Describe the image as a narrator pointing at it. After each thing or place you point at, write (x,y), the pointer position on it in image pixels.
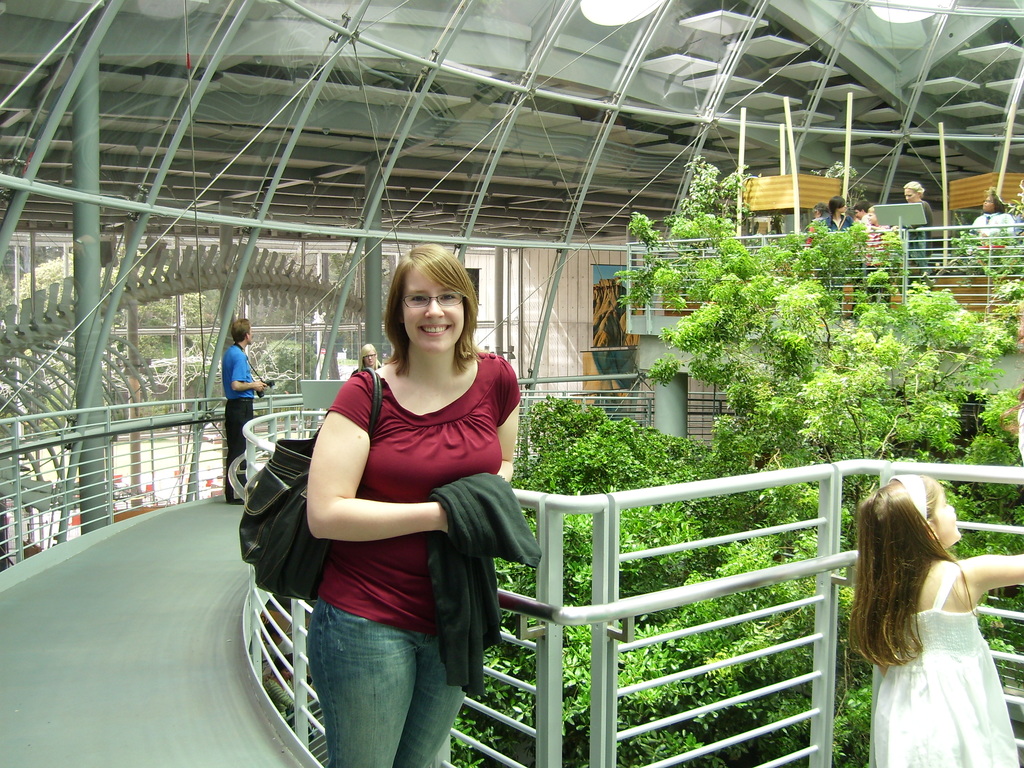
In this picture there is a woman (421,356) standing and smiling. On the right side of the image (985,678) there is a girl (895,545) standing. At the back (924,185) there are group of people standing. On the right side of the image (900,329) there is a tree (939,323). At the top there are lights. At the back (1018,351) there are trees (220,305).
